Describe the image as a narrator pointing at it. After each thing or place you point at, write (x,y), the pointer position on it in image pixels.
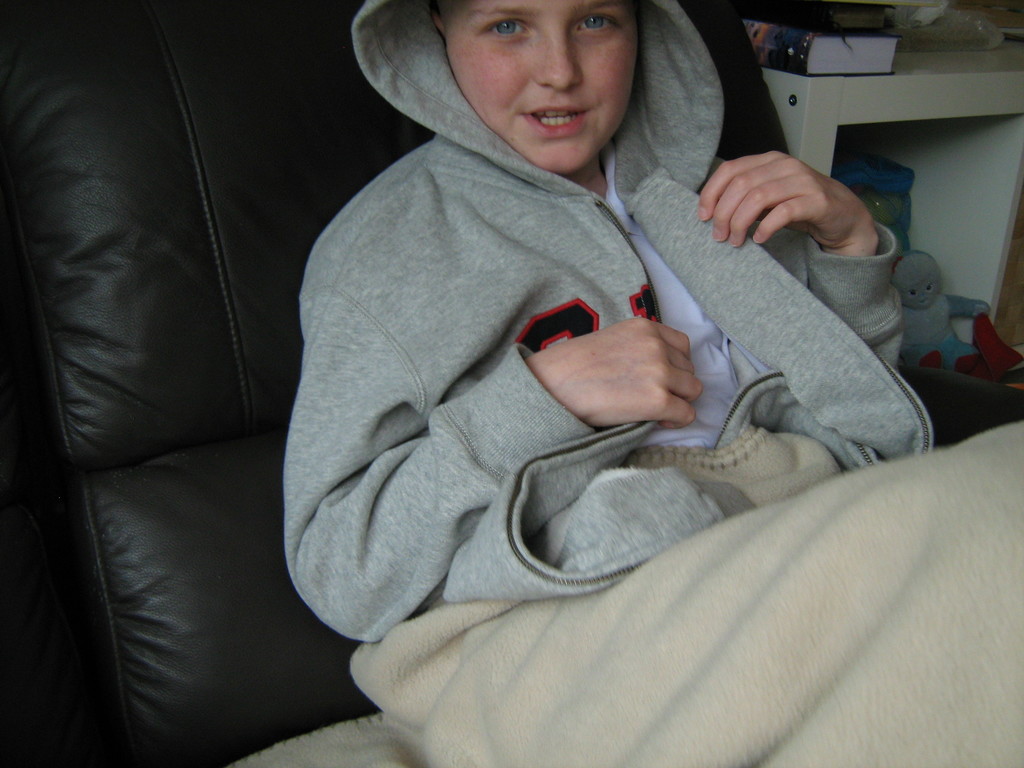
in this image there is a person (585,368) sitting on the couch (218,412) which is black in colour. On the right side (920,106) there is a shelf (912,99) and on the shelf (905,93) there is a book (823,61) and there are toys (908,236) under the shelf (906,116) and on the person (558,493) there is a blanket (515,639).
